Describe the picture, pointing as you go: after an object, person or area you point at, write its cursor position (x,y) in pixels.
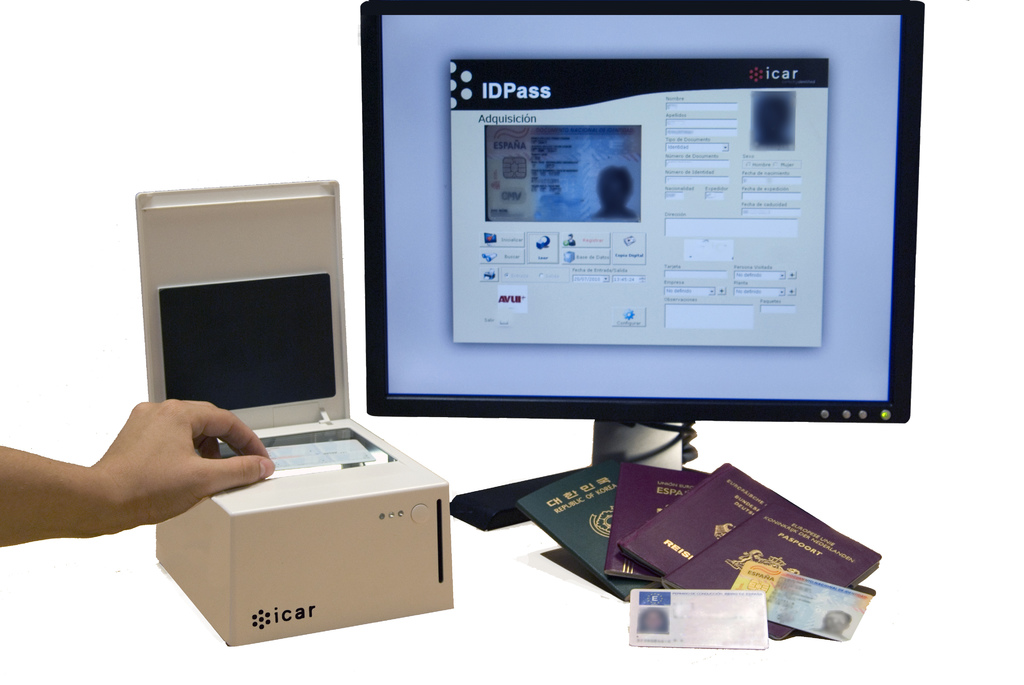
This is an edited image. I can see a computer monitor (407,85), passports (764,550), cards (746,627) and a person's hand (109,496) on an object (302,477). There is a white background (205,121).
